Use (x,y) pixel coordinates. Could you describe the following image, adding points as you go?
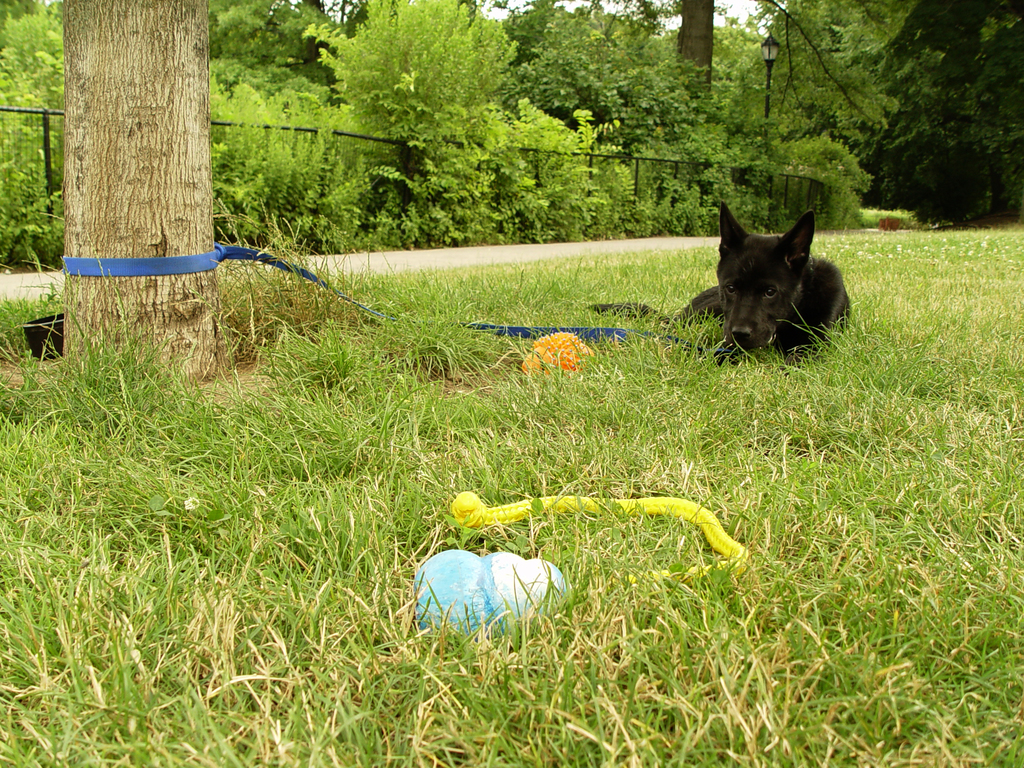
In this picture we can observe black color dog (756,304) sitting on the ground (667,383). We can observe some toys (469,513) placed on this ground (229,262). There is a blue color rope (120,271) tied to the tree (149,248) on the left side (226,248). We can observe some grass (575,410) on the ground (691,264). There is a black color fence (340,177). In the background (530,88) there are trees (533,70).
